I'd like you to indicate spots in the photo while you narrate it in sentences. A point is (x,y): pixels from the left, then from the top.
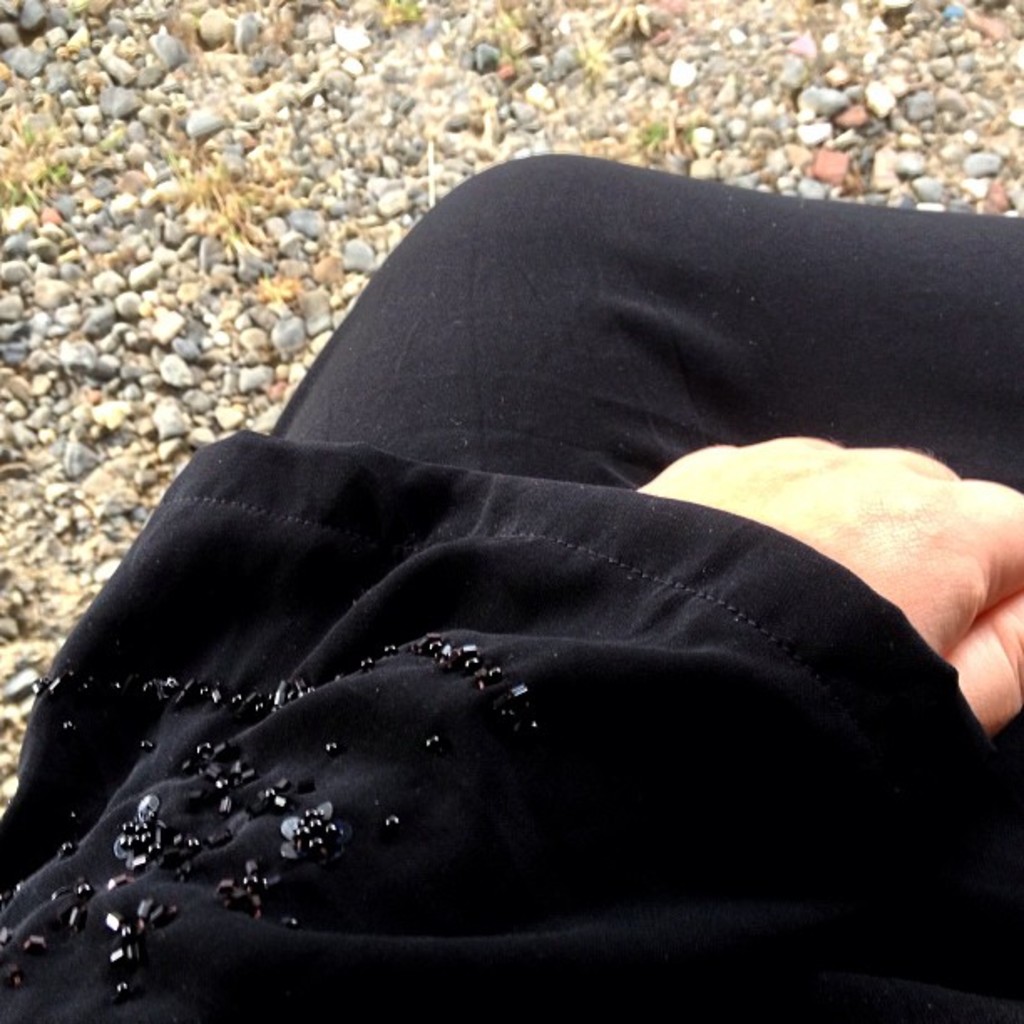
In the center of the image (652,458) there is person's hand (780,465) and legs (468,194). In the background of the image (223,159) there are stones (123,112).
